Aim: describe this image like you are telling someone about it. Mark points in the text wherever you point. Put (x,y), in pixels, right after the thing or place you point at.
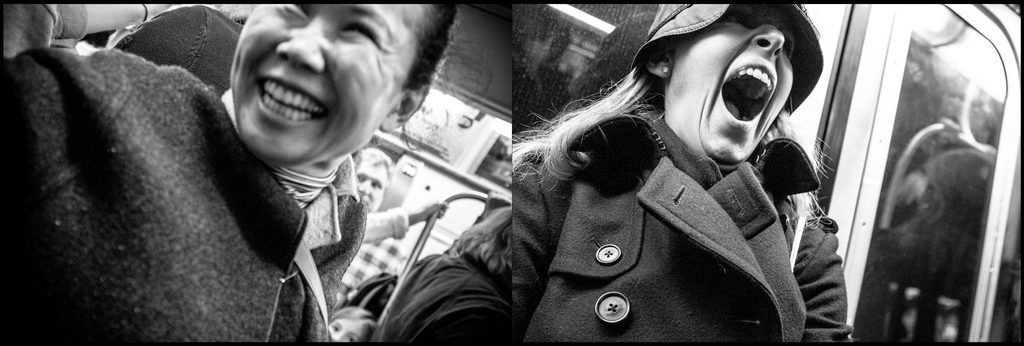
This is a black and white image. In this image we can see the collage picture of people (623,204).
